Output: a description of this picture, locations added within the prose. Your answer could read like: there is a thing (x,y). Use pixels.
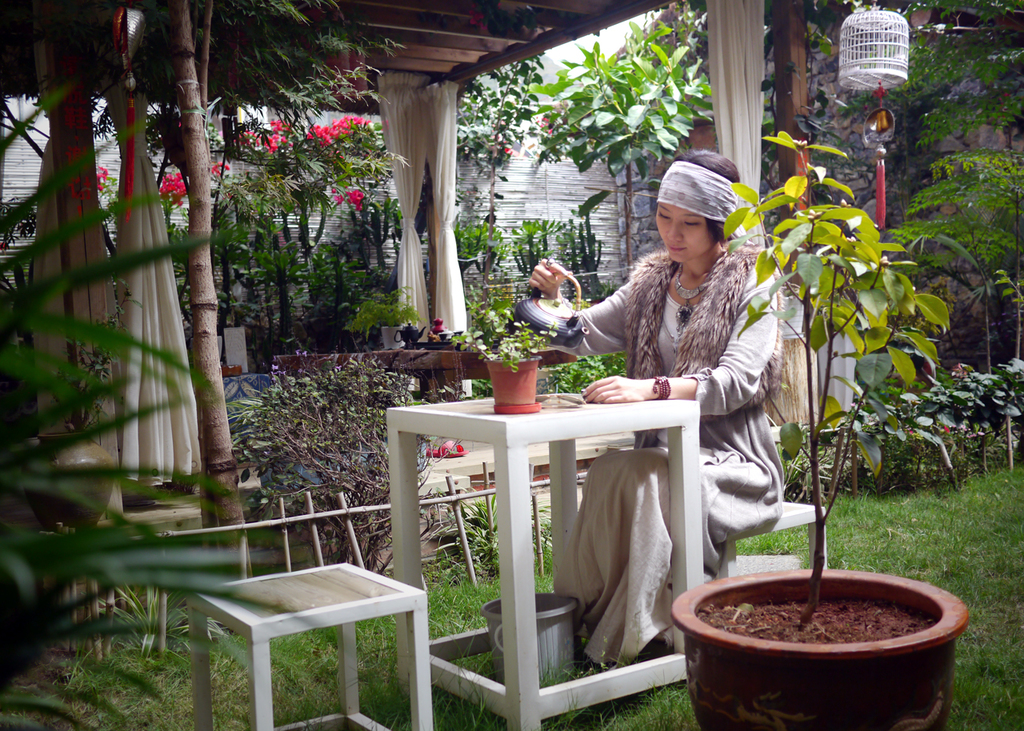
This is the picture of a lady (749,263) who is in white dress (708,368) sitting on the stool (787,505) in between the garden (535,490) in front of a table (508,433) on which there is a plant (472,342).
